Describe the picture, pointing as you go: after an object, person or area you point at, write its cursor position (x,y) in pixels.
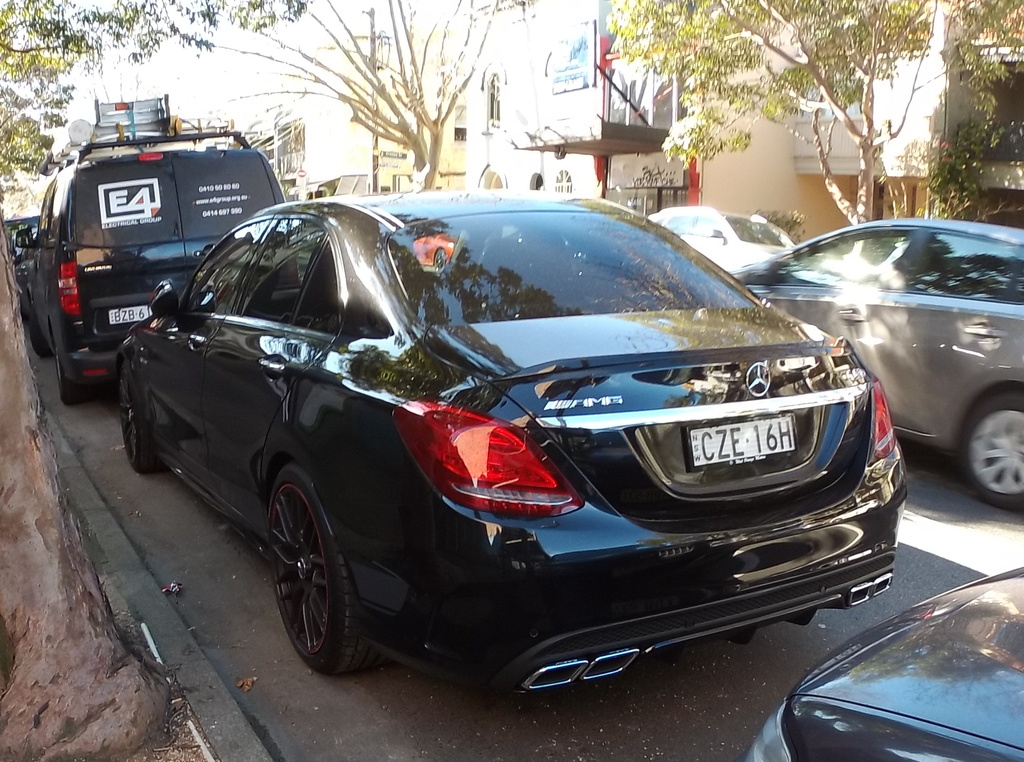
In the middle of the image (546,274) there are some vehicles (256,259) on the road (486,737). Behind the vehicles (237,252) there are some trees (1006,0). Behind the trees (27,0) there are some buildings (1023,138).
